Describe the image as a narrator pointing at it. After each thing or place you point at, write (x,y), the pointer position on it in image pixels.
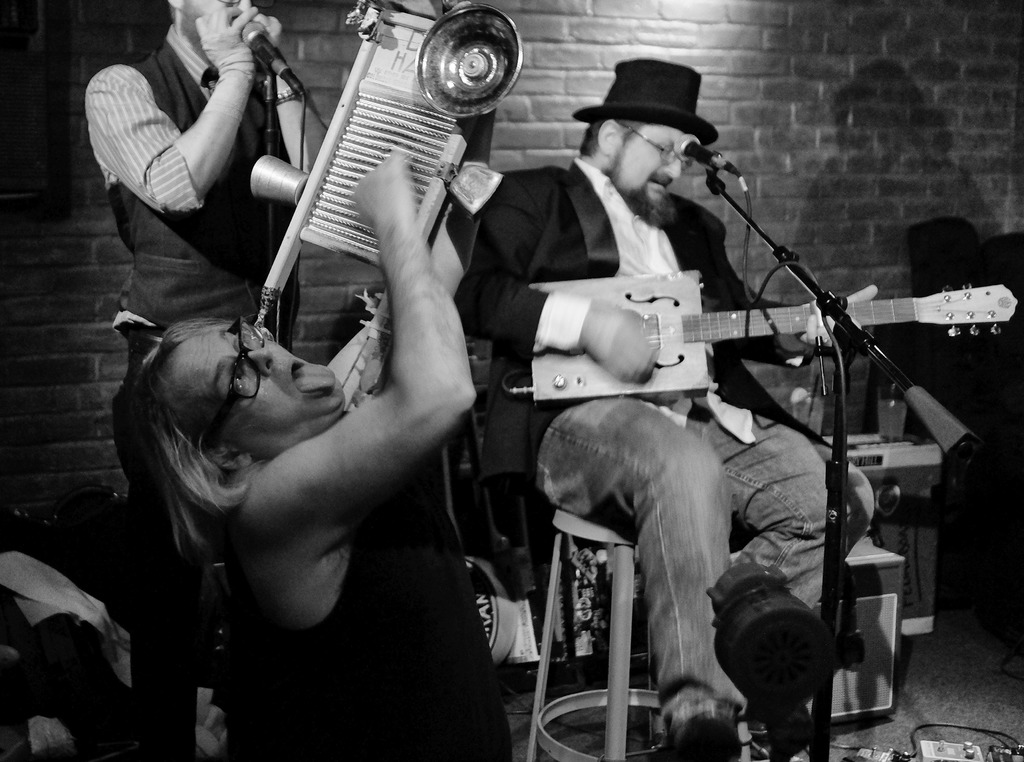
A black and white picture. This man (177,152) is standing in-front of mic (246,35). This man (323,677) is playing a musical instrument (419,196). This man (625,152) is sitting on a chair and plays a guitar (782,321) in-front of mic (719,170).
